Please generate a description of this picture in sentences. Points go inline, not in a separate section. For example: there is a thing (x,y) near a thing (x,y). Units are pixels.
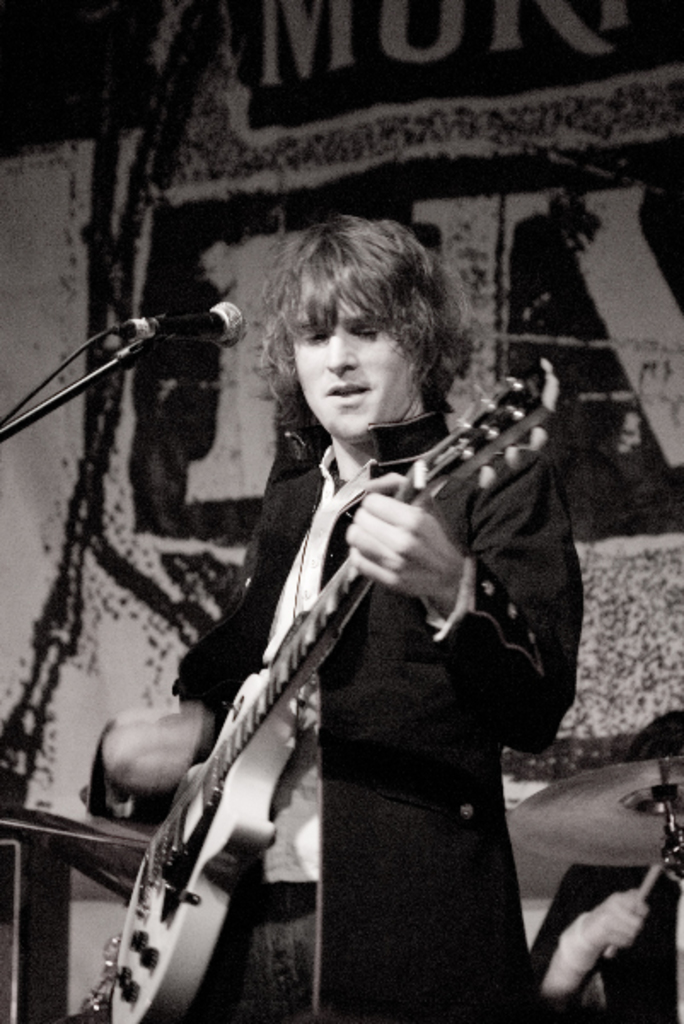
A black coat guy (360,562) is playing a guitar (499,437) and singing in front of a mic (134,330). There is a poster (60,381) in the background (238,412) named MURI.
